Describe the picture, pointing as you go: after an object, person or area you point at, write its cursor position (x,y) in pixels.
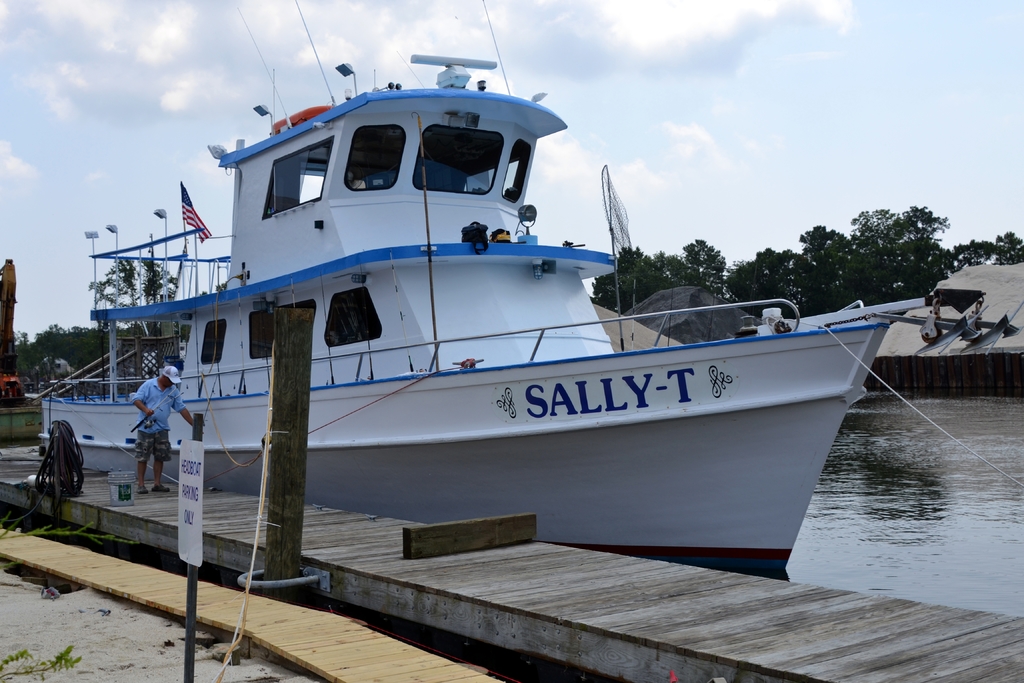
In this image in the center (397,288) there is one boat (455,450) in that boat (193,268) there is a flag (187,216), on the left side (157,431) there is one person (151,450) who is standing and he is holding something beside him there is one bucket (132,492). At the bottom (337,540) there is a bridge (745,577), on the right side (875,489) there is a river (897,409) and some heaps (693,315) and in the background (23,365) there are some trees (713,267). On the left side (15,379) there is one machine (12,346), on the top of the image (234,92) there is sky (147,117).
